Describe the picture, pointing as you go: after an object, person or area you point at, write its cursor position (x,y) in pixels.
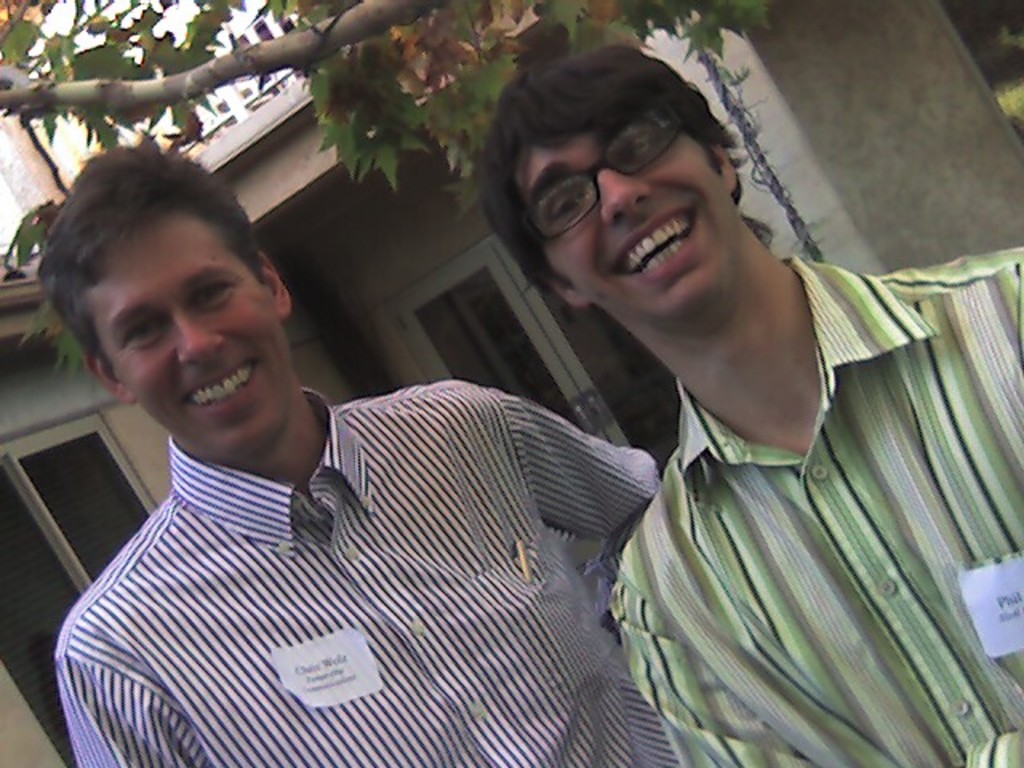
In this image we can see two people (772,586) standing near the pillar (898,88), name cards (341,680) attached to the two persons shirts (324,586), one tree (498,36), one pole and back side one building (287,117) with windows (441,354).
